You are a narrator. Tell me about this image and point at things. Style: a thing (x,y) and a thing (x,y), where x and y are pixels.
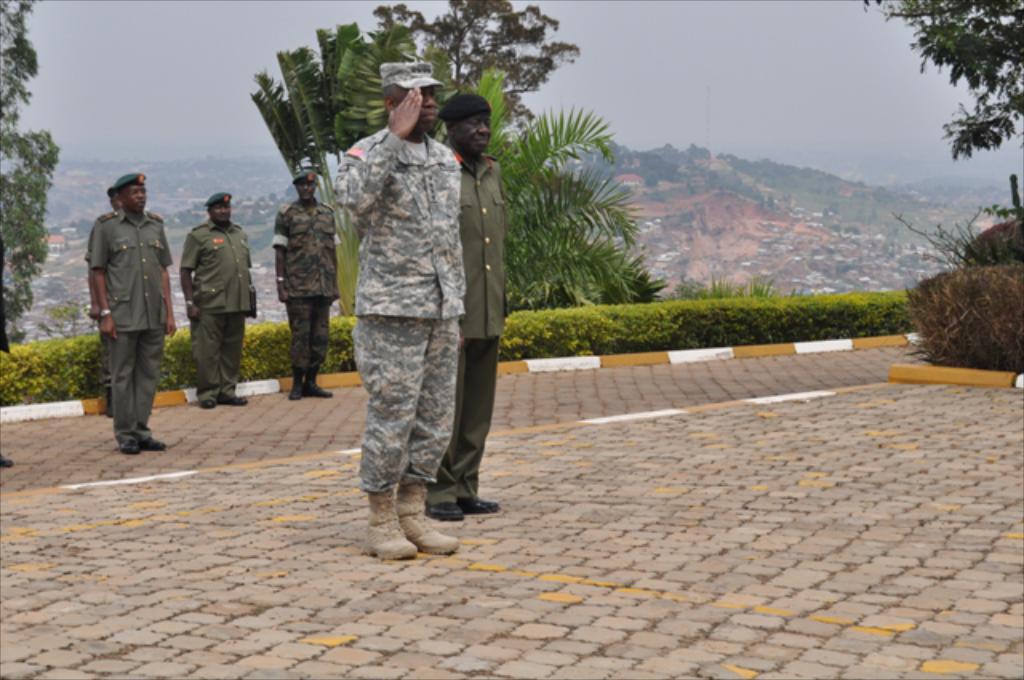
In this image there are some people (123,249) standing on the road (694,579), behind them there are plants (713,335), trees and mountain (889,249).
